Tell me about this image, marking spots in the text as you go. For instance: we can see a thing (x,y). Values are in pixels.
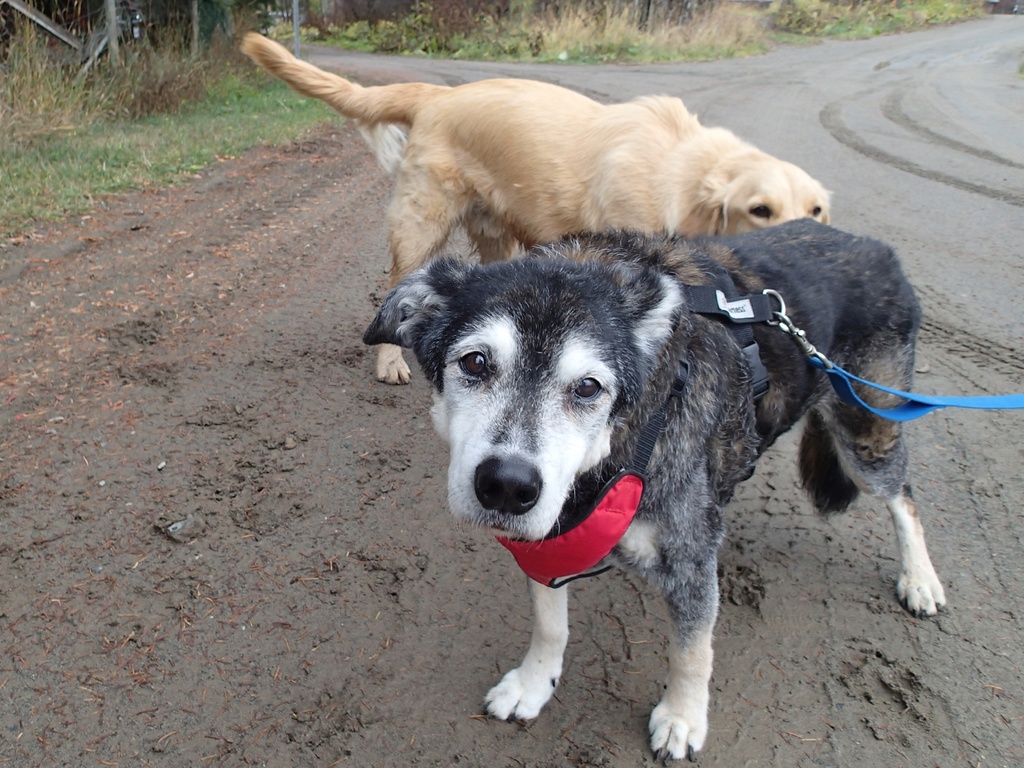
In this image I can see the dogs (491,241). These are in brown, black and white color. I can see the belt (679,382) to one of the dog (595,433). In the background (436,34) I can see the grass (405,53) and the trees (392,12).
